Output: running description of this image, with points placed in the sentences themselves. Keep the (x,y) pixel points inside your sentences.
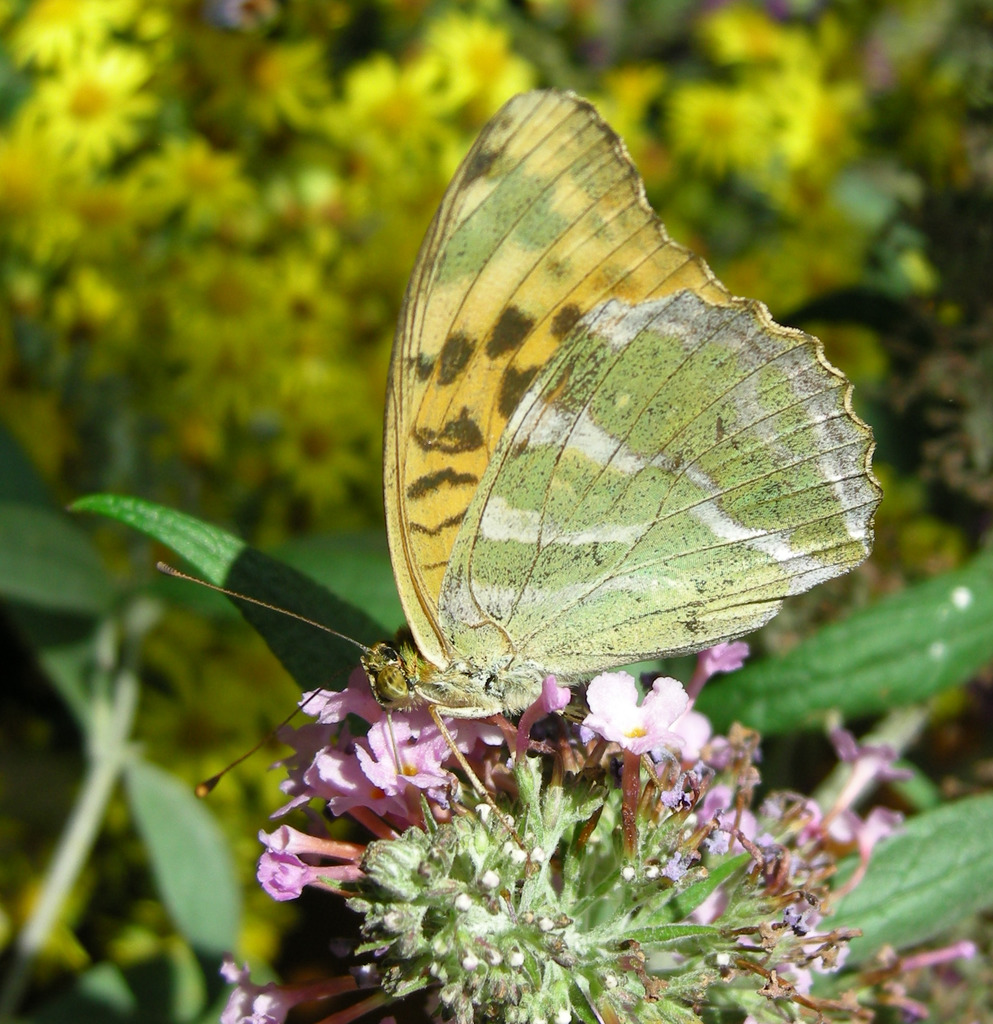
In this image I can see a butterfly (706,524) which is green, black and yellow in color is on a flower (477,752) which is pink in color. In the background (189,253) I can see few flowers (217,301) which are yellow and orange in color and few trees (25,572).
